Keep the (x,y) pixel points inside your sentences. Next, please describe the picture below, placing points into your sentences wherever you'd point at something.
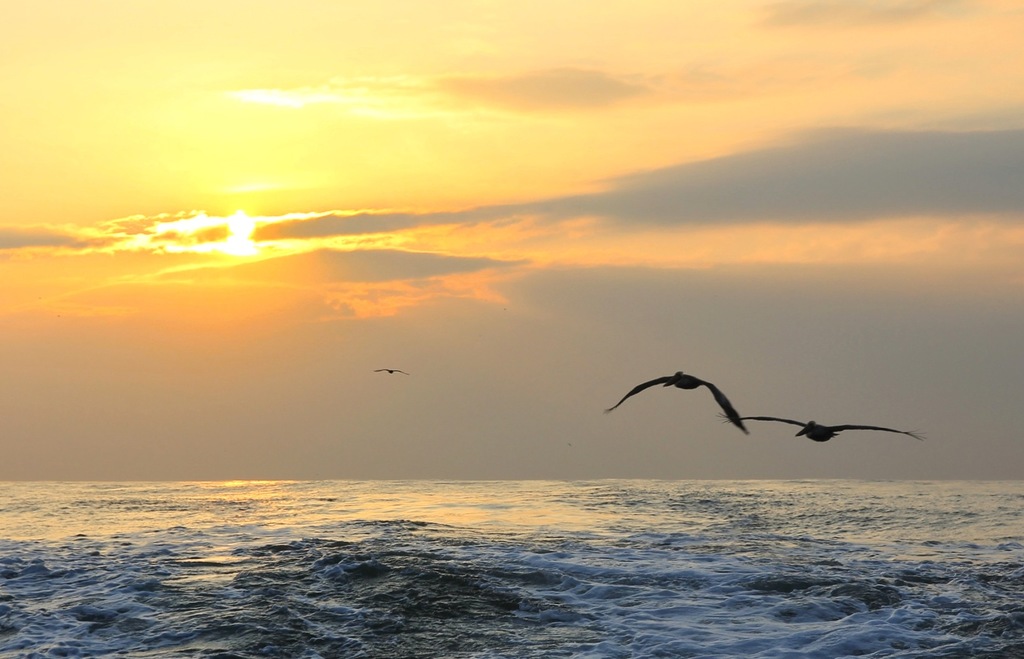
In the image we can see water (596,486), cloudy sky (475,424) and the sun (229,246). We can even see the birds (715,398) flying.
